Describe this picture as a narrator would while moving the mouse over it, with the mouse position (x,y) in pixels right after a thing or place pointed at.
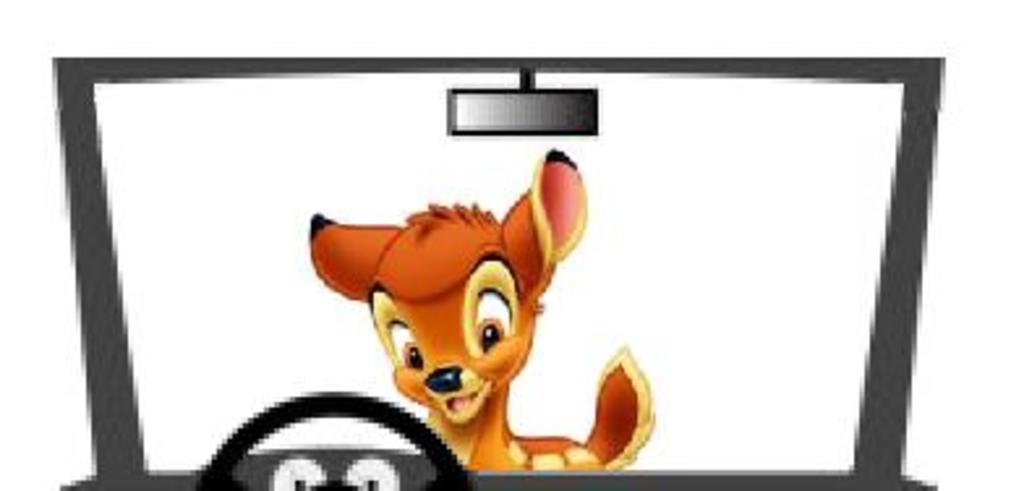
This is an animated picture, I can see a deer (390,281) and a vehicle (116,451).
